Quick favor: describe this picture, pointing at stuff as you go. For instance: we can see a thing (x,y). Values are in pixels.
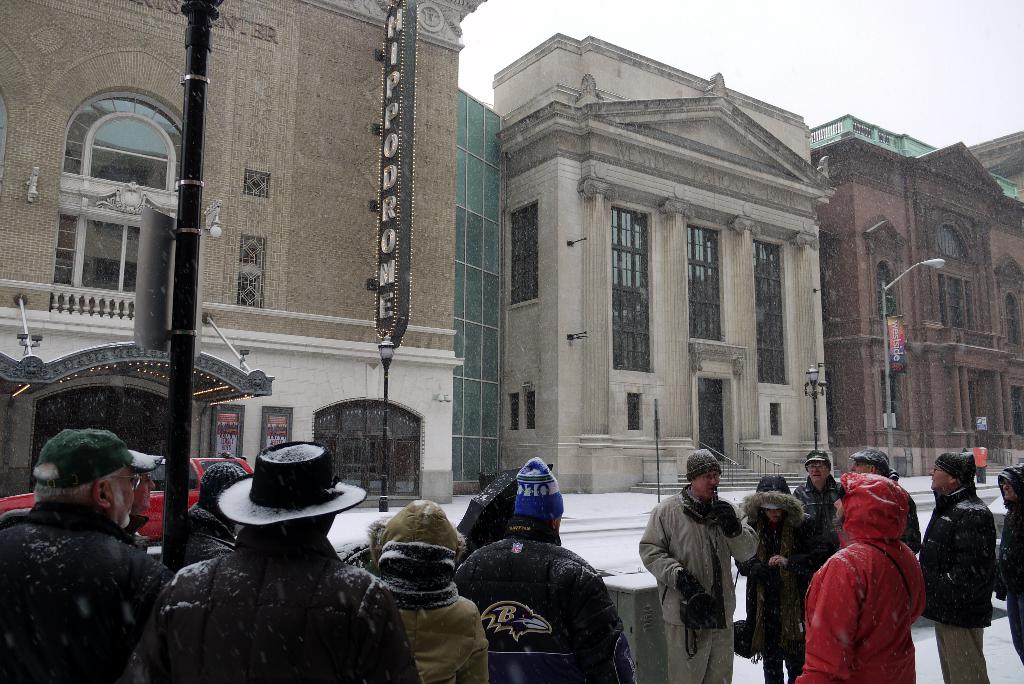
In this image we can see so many people (295,607). In the background (1009,209), we can see buildings (233,385), poles (816,412), banners (891,334), lights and a car (160,503) on the road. At the top of the image (647,1), we can see the sky (653,32).
